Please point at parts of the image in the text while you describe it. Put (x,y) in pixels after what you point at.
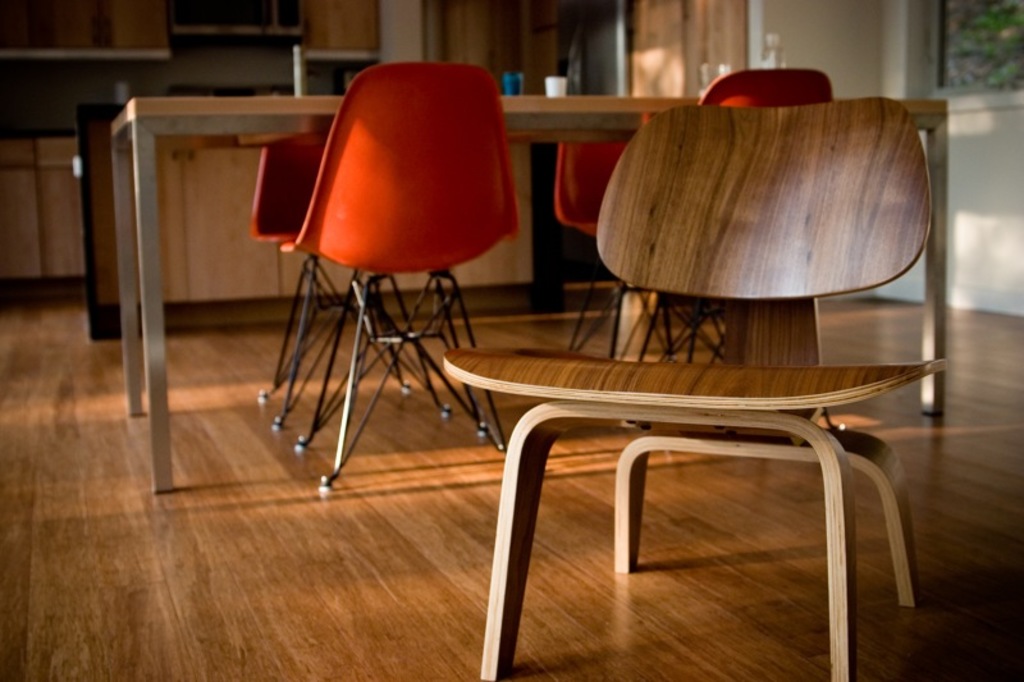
In this image there is a wooden chair (563,364) in the foreground (609,363). In the background (248,129) there is a table (218,117) and there are four chairs (508,145) around it. On the table (547,99) there are two cups (517,87). At the bottom (203,552) there is a wooden floor (200,535).
